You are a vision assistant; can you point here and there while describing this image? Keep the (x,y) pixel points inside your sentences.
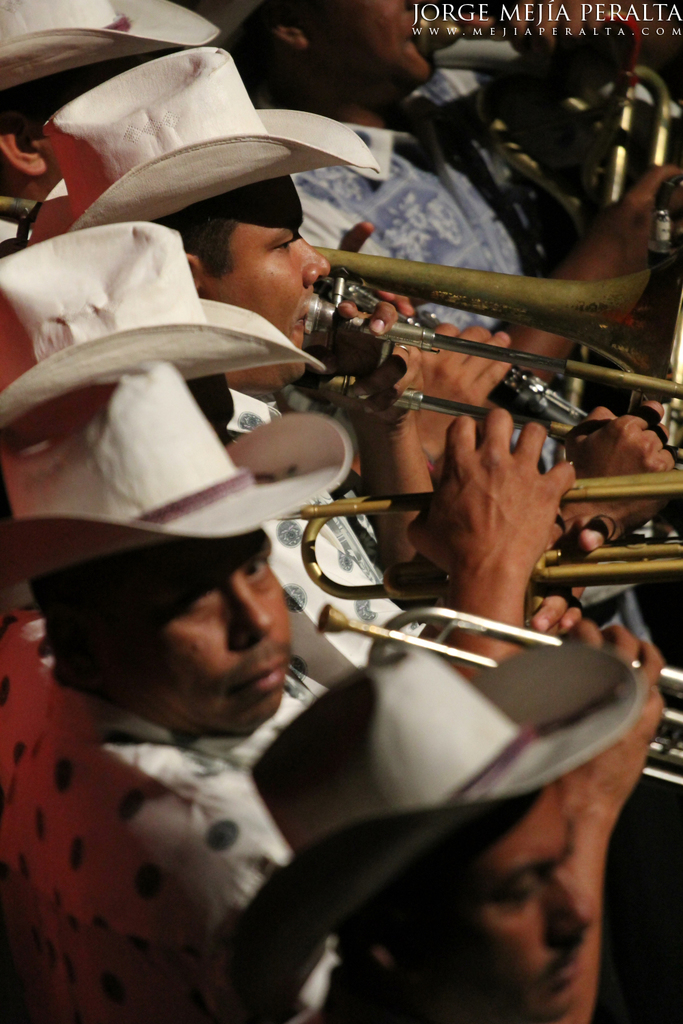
This image consists of few people (117,548) wearing white hats (131,280) are playing trombone (326,325). At the top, we can see a text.
